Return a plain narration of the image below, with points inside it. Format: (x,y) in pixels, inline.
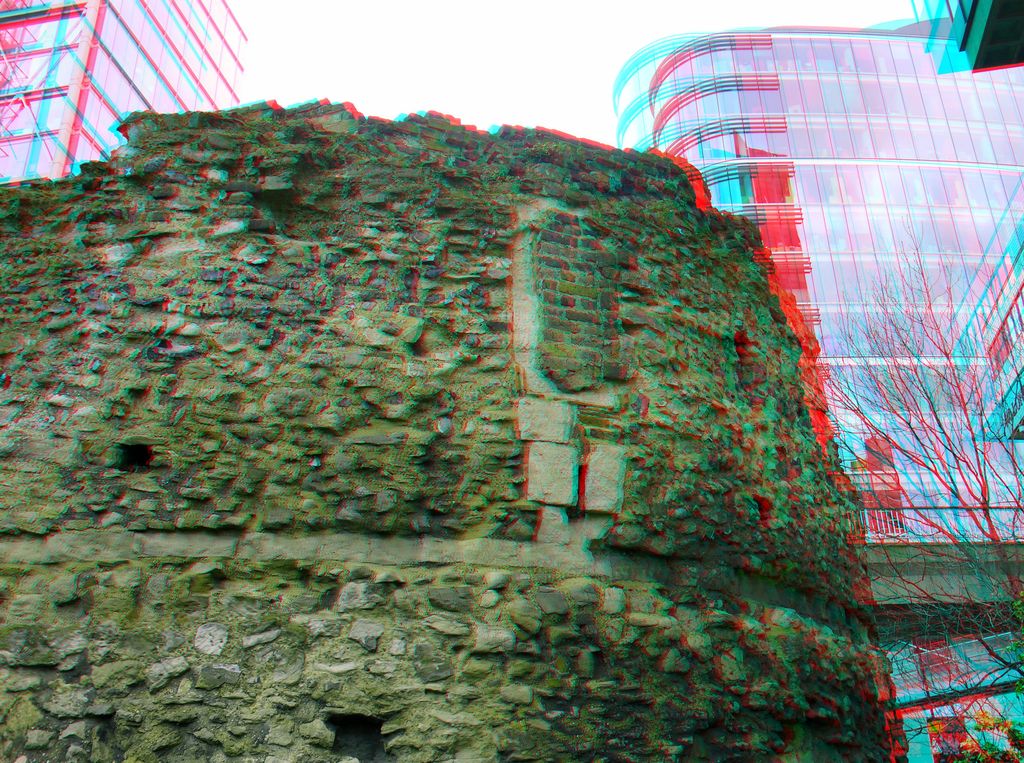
In this image we can a wall (541,502). Background (892,218) buildings (822,127) are there and right side of the image (977,476) tree (966,614) is present.
